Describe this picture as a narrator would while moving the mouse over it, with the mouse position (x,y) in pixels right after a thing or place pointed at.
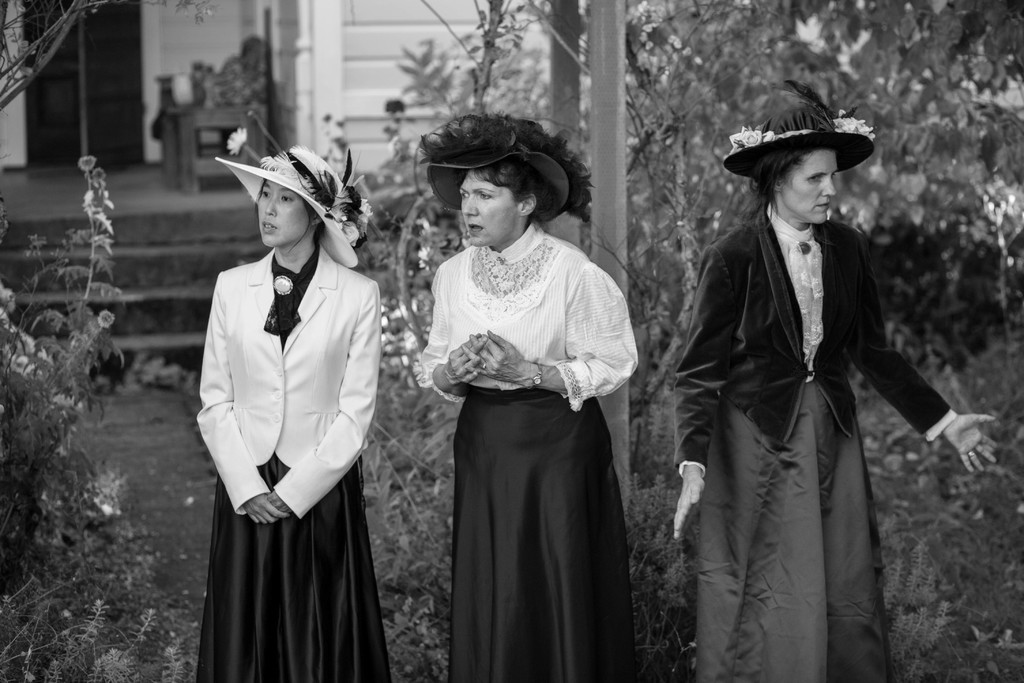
In this image we see a house (359,54). There is an object (202,115) in the image. There are many plants (963,574) in the image. There are flowers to the plants (77,377). There are three persons (225,318) in the image.
